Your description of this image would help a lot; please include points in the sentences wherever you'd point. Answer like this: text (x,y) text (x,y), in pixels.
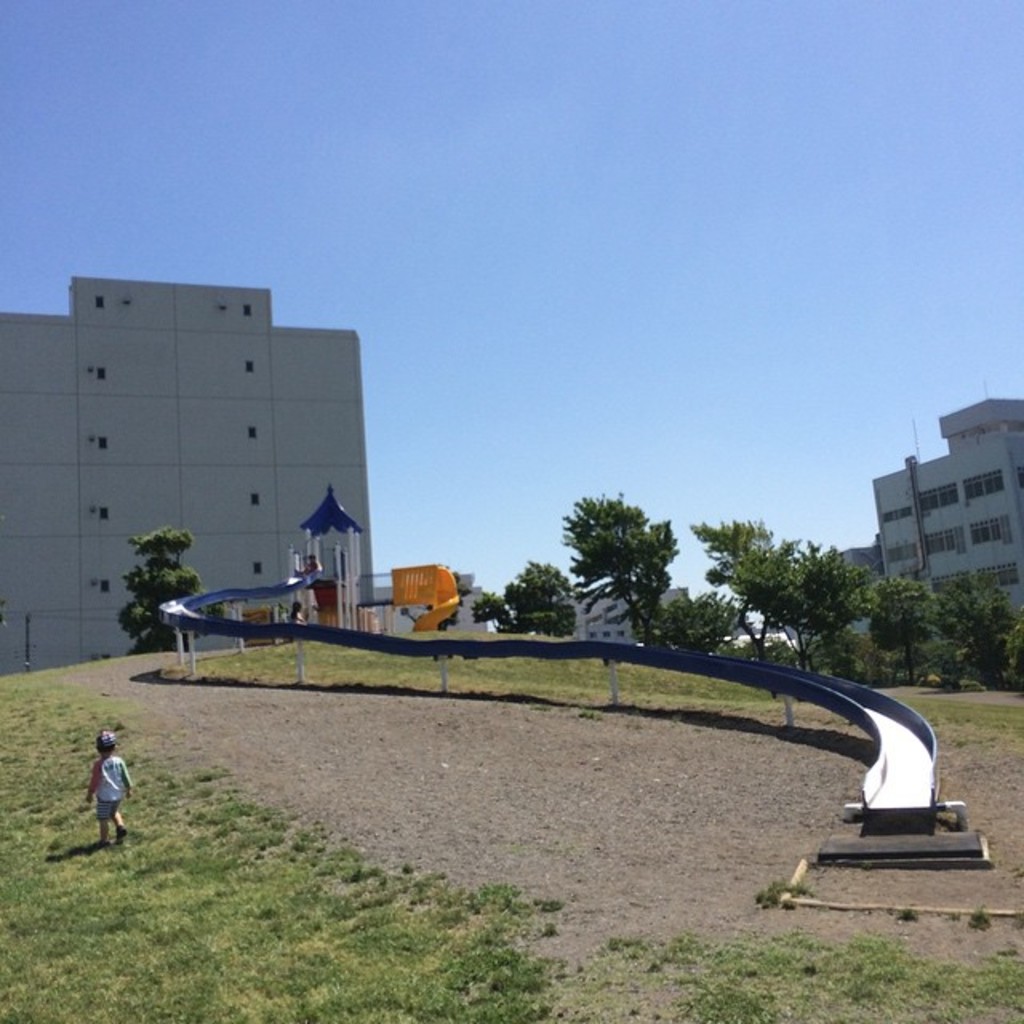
In this image in the center (430,600) there is slide (343,523), and in the background (256,523) there are buildings (276,564) and trees (1020,616). And at the bottom (262,787) there is grass (252,831) and walkway (454,878), and on the left side (126,781) there is one boy (116,795). At the top (428,290) there is sky (714,353).
